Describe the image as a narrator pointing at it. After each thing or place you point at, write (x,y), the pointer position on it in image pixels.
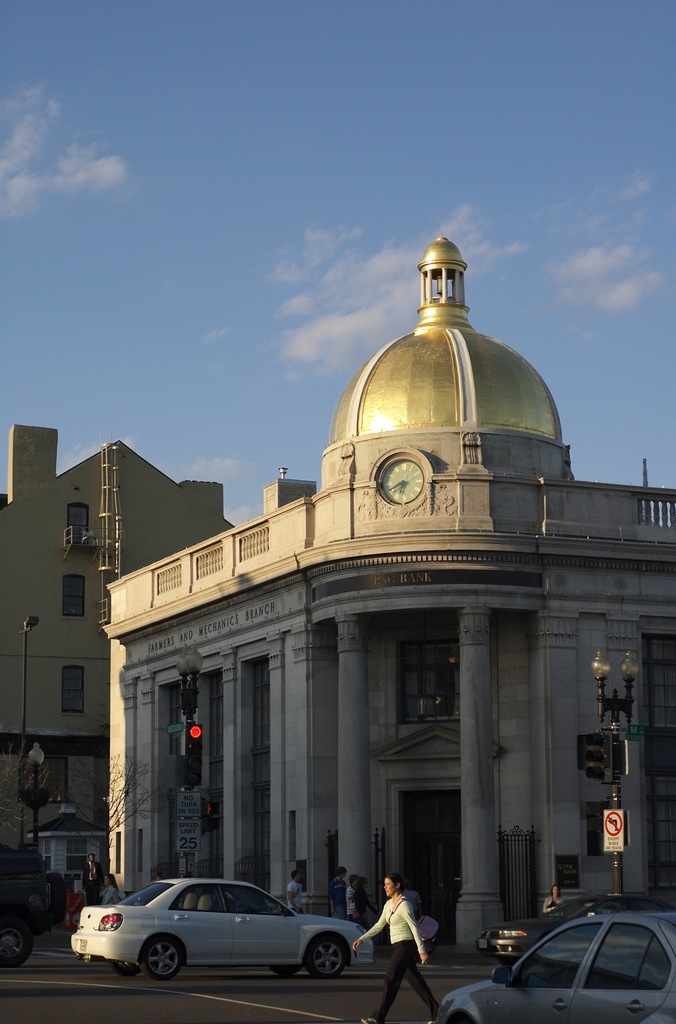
At the bottom of the image (516,1017) there are some vehicles (626,1023) on the road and few people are walking. In the middle of the image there are some poles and sign boards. Behind them there are some buildings (506,409). At the top of the image (626,28) there are some clouds (630,299) and sky (610,299).
